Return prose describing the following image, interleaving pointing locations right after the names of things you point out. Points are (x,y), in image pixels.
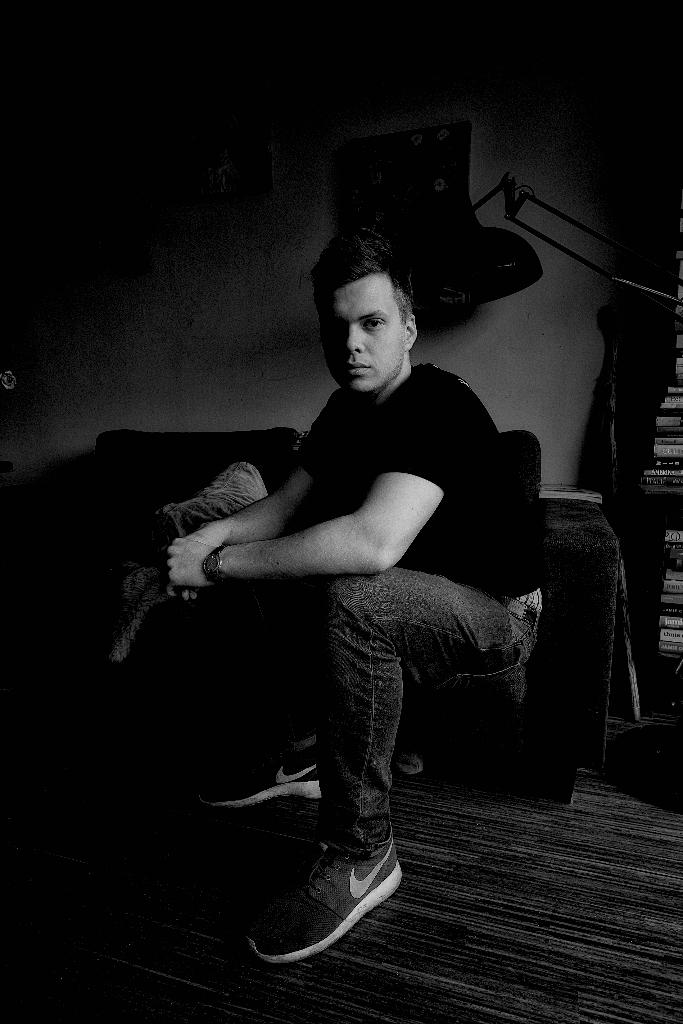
In this image I can see a person (394,370) sitting on sofa set (518,475) in the middle (384,623), on the right side (681,577) I can see books (680,382) and in the background (560,65) I can see the wall (577,483) and a book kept on sofa set (581,583) and a pillows (178,510) visible on it.
